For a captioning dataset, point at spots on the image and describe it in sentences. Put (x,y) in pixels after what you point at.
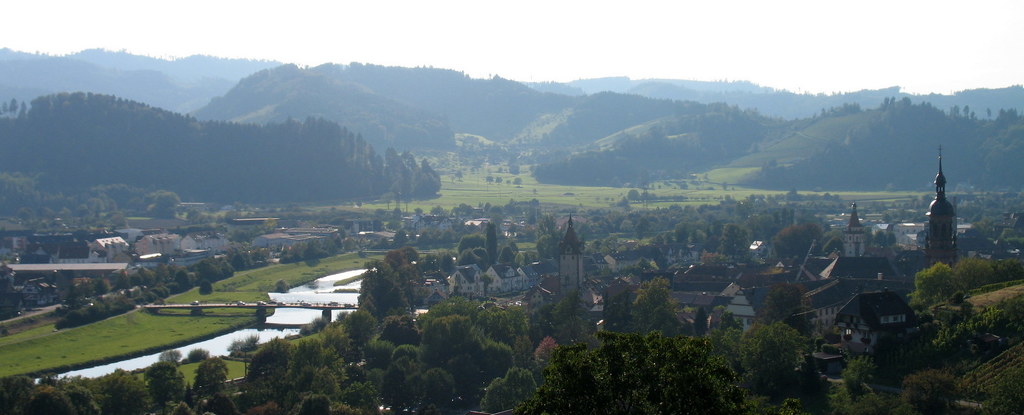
In this image we can able to see the village (645,291), there are some houses (131,230) and trees (774,356), we can see a river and a bridge (338,306), there are some mountains (249,123), we can see the sky (824,50).
